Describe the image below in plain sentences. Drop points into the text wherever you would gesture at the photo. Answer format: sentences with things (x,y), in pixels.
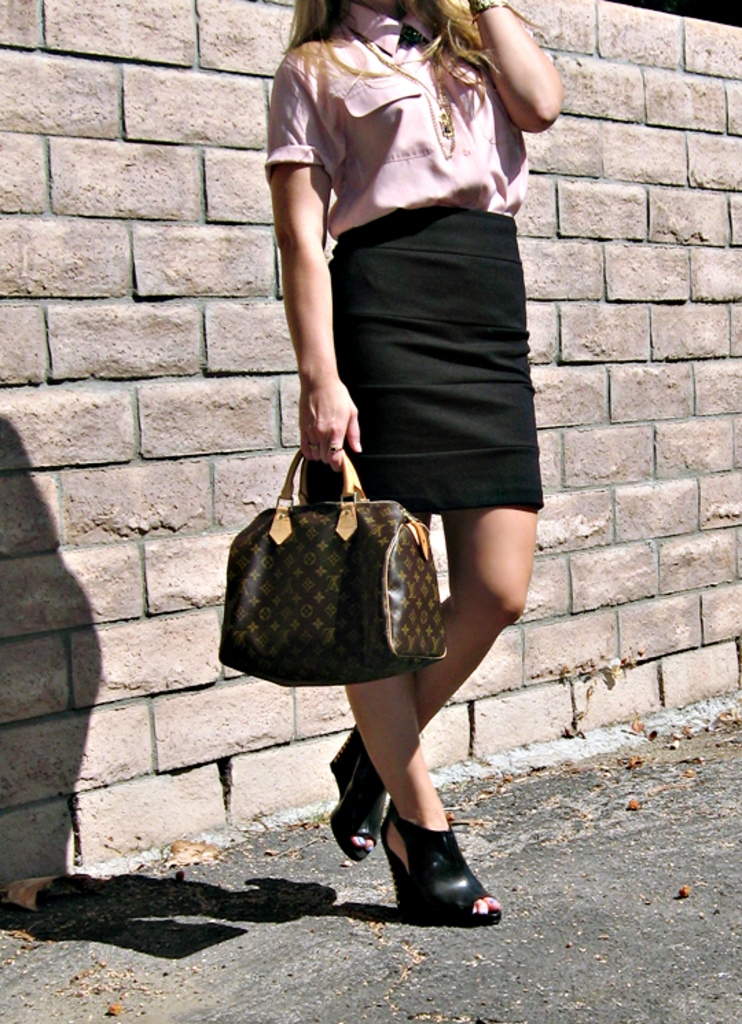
In this picture we can see a woman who is holding a bag (372,593) with her hands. This is road (662,847) and there is a wall (589,303).
